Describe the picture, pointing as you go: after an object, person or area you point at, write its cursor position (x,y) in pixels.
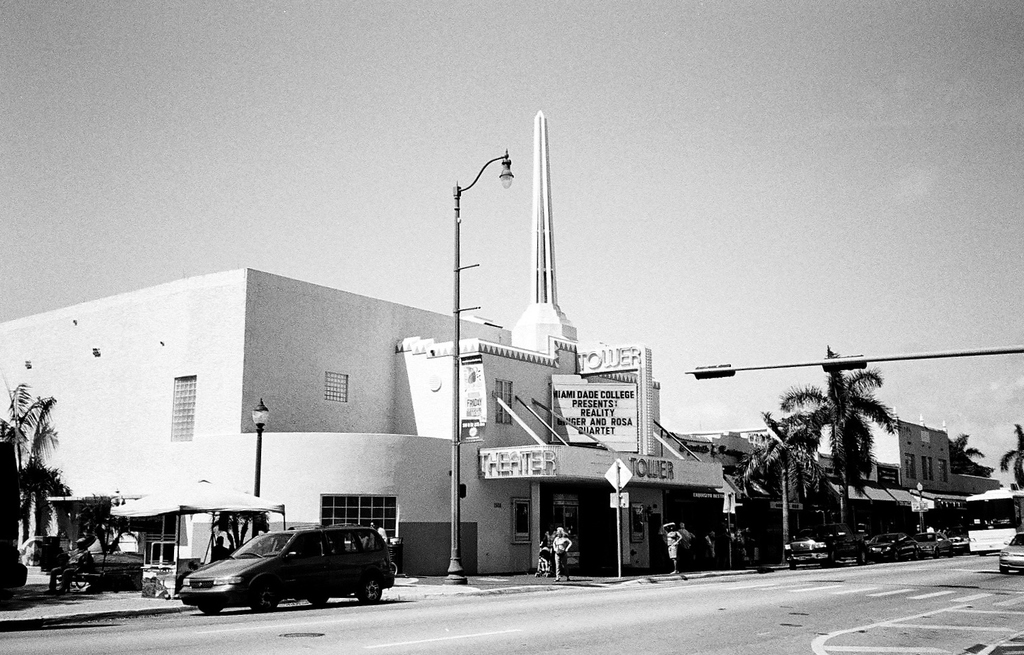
This image is a black and white image. This image is taken outdoors. At the top of the image (447,132) there is the sky (887,299) with clouds (979,400). At the bottom of the image (827,615) there is a road (704,626). In the middle of the image (515,388) there are two houses (703,454). There are a few trees (839,455). Many cars (241,564) are parked on the road (753,574) and there are many poles (458,253). There is a signboard (612,480). A few people (559,558) are standing on the sidewalk (543,582) and a few (558,563) are walking.
